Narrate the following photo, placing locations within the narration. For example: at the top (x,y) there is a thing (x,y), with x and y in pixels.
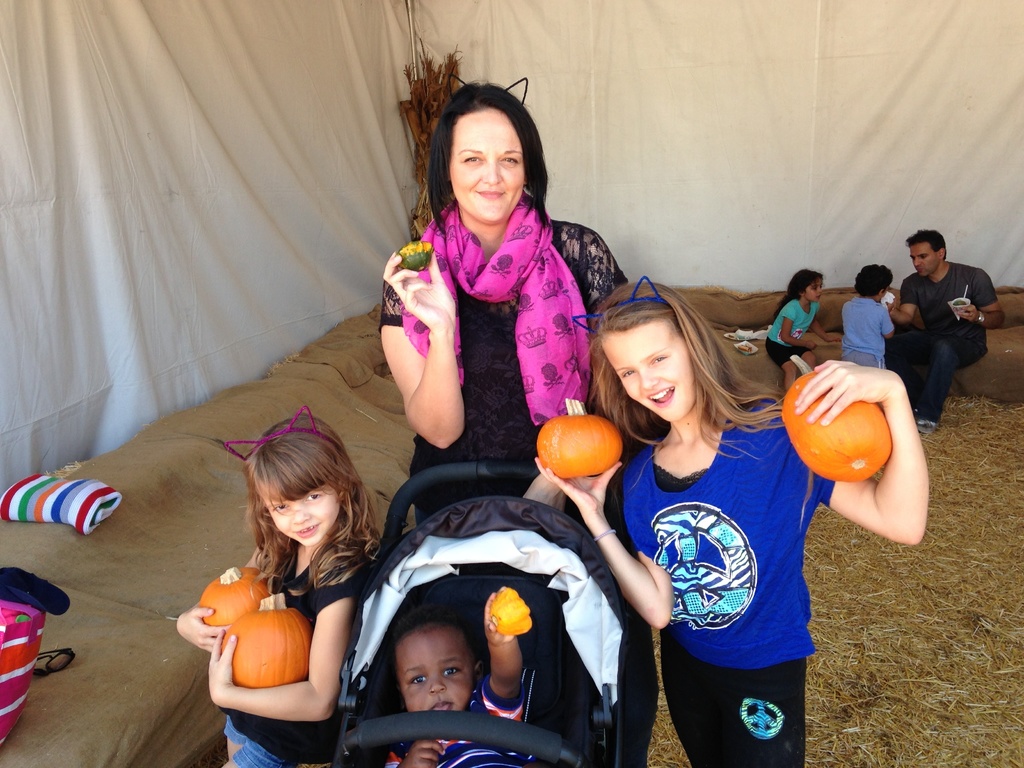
In the middle of the image (507,456) a woman (474,342) and two girls (302,548) are standing on the ground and they are holding pumpkins (422,246) in their hands (426,317). They are with smiling faces (485,190). There is a baby (463,695) in the baby carrier (481,592). In the background (400,177) there is a cloth (259,135) which is white in color. A man (940,320) is sitting and he is holding an object (960,307) in his hand (977,317). There are two kids (865,321). On the left side of the image (63,510) there are two objects (3,598).
